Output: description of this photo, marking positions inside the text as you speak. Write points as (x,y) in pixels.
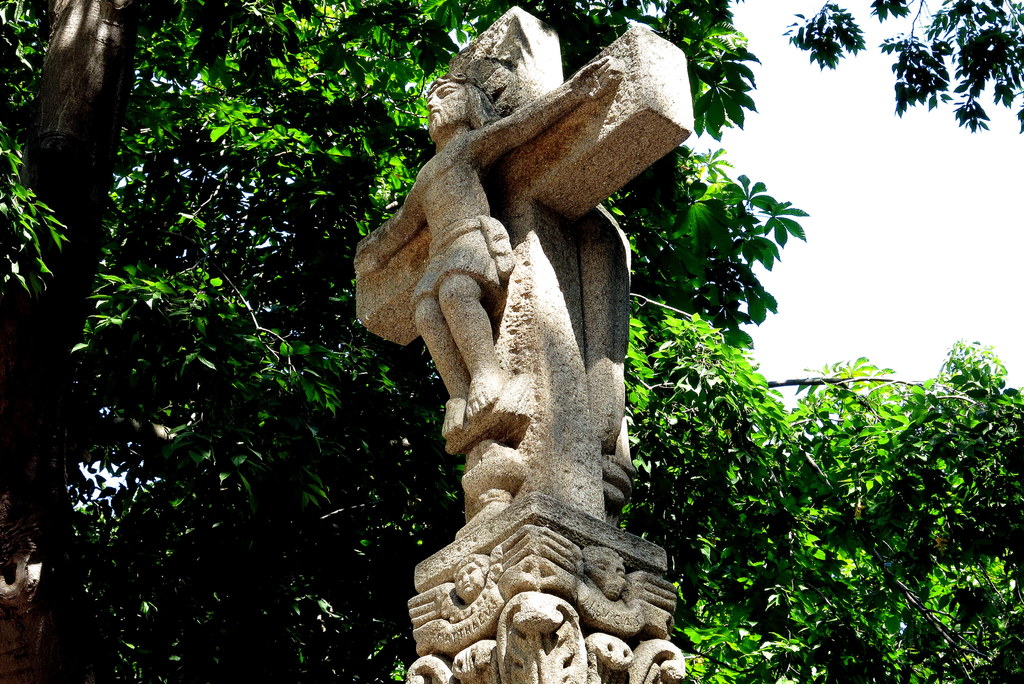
In this image there is a sculpture (476,392). Behind it there are trees (666,471). In the top right (895,203) there is the sky (873,242).
